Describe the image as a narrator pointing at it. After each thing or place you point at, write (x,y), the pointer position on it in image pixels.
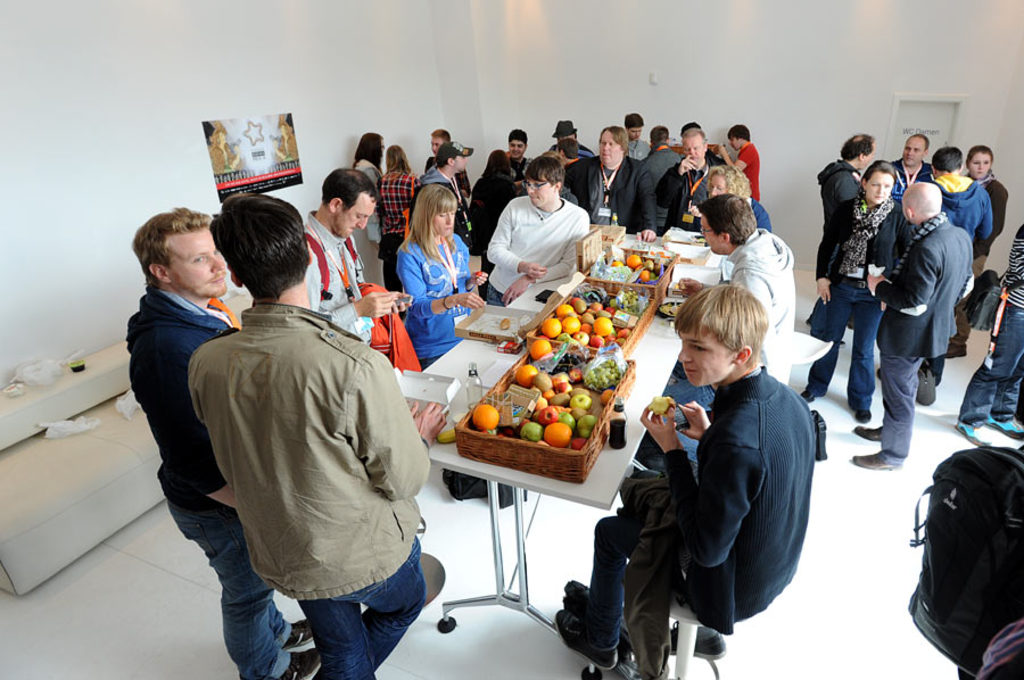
This picture describes about group of people (305,234) few are seated on the chair (683,628) and few are standing in front of them we can see fruits (550,322), bottles (469,381), boxes (456,381) on the table (460,346).
